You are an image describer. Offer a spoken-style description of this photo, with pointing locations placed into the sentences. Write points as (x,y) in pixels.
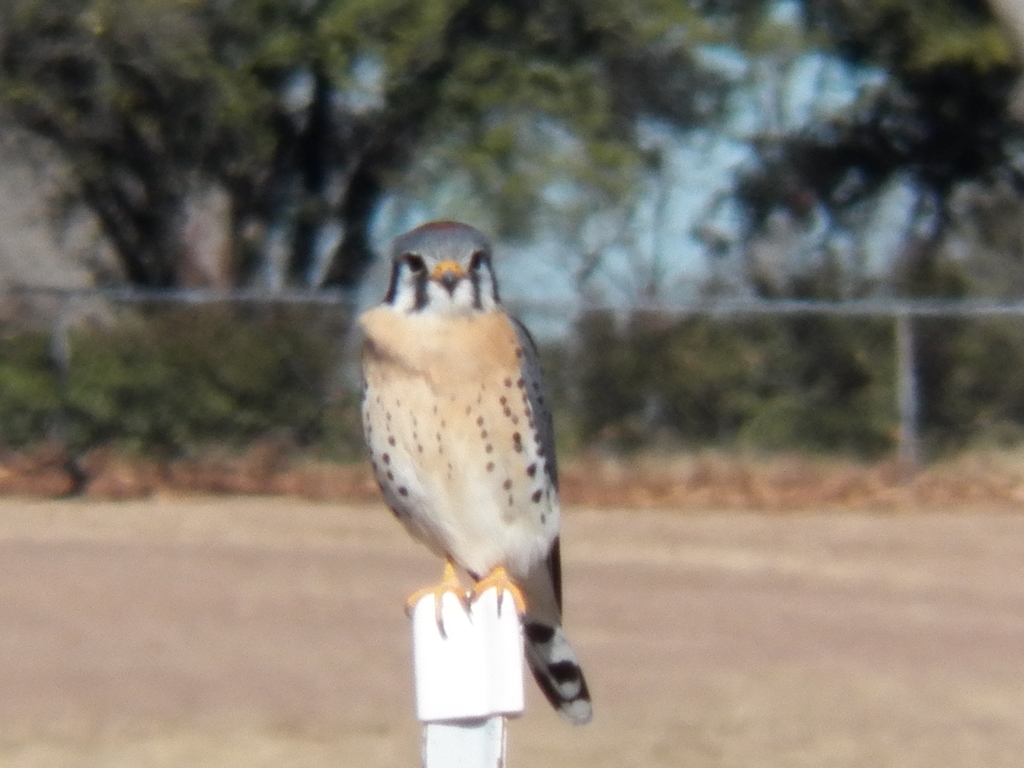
In this image I can see a white colour thing (456,619) in the front (515,625) and on it I can see a bird (509,578). In the background (310,221) I can see few poles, number of trees (20,69) and I can see this image is little bit blurry in the background (384,252).
